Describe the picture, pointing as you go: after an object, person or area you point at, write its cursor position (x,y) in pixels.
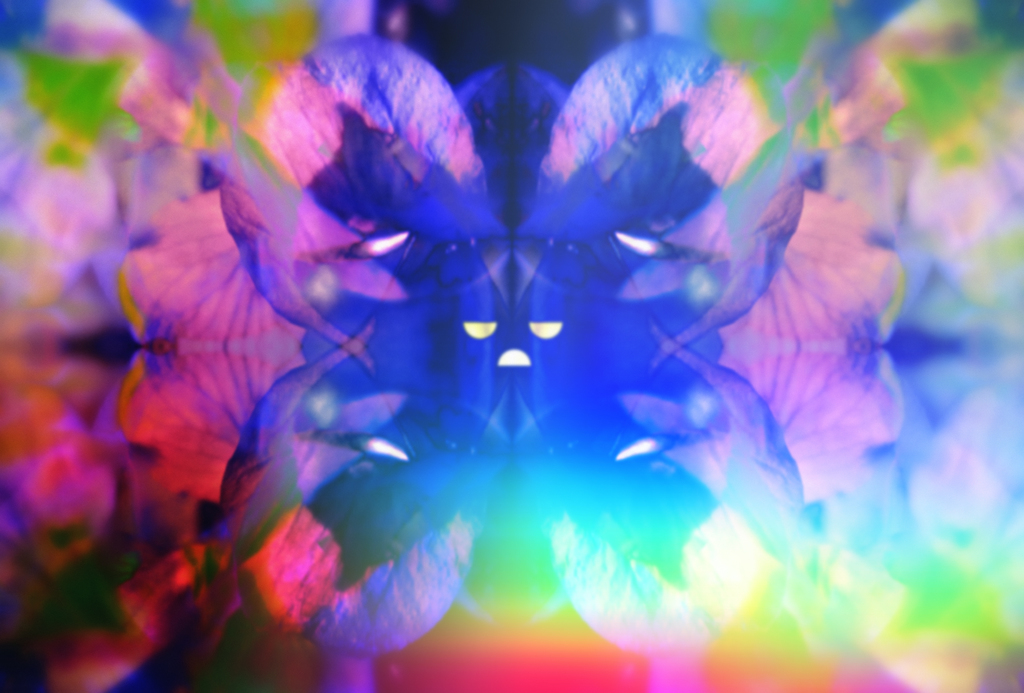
In this image we can see flowers (443,195).
